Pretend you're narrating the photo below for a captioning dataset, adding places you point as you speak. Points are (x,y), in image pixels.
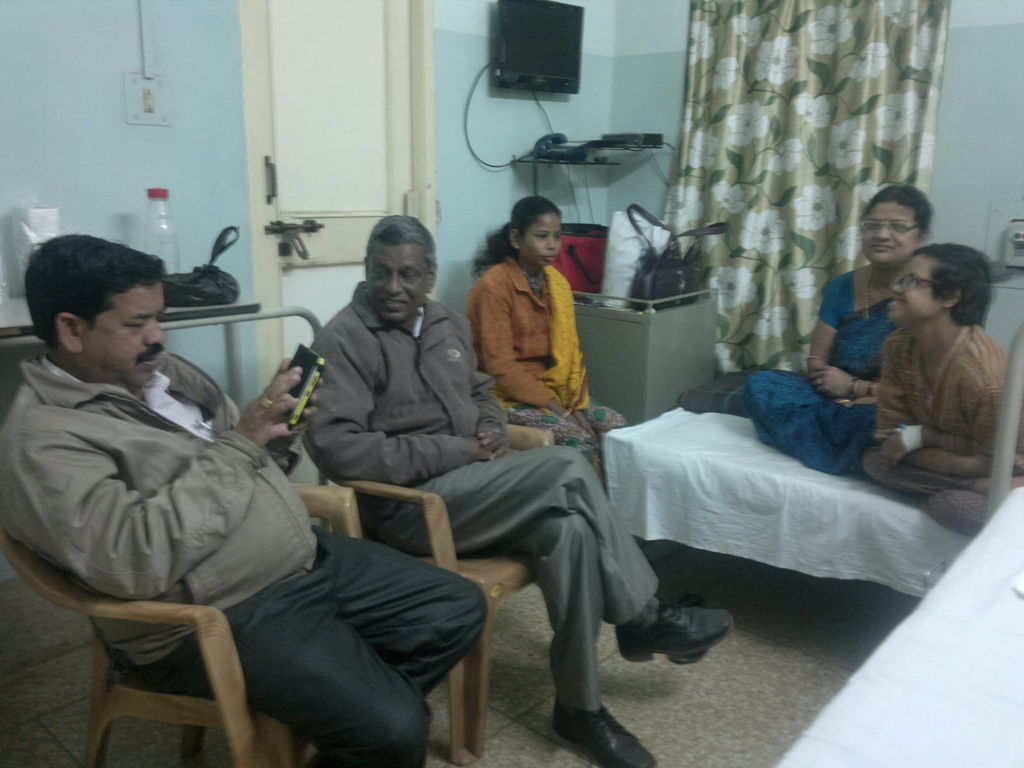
In this image I can see a group of people (382,343) among them few (272,533) are sitting on a chair (261,726) and 2 (866,416) are sitting on a bed (800,479). Here we have a door (348,155), a bottle (173,232) and blue color wall (67,69) and a TV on the wall (546,107). On the right side (802,123) we have a curtain (784,171).
